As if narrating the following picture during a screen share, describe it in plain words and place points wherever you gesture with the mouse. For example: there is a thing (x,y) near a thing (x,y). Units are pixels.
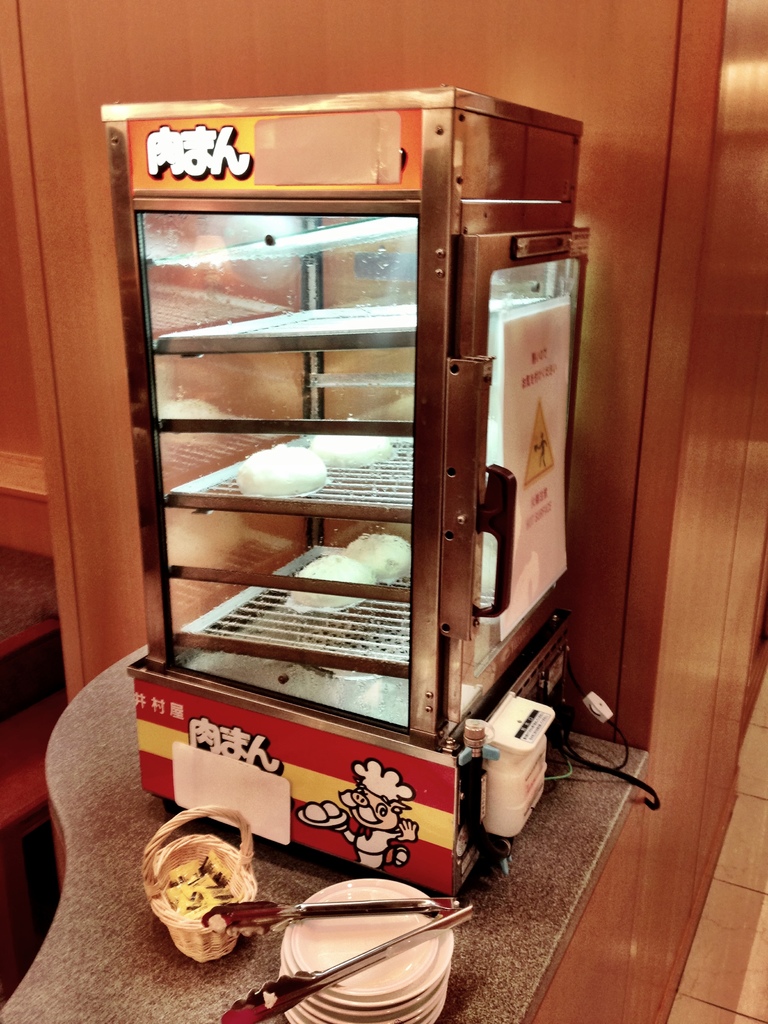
In this image we can see a cabinet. On the cabinet (272,858) there are steamer (291,709), basket (192,924) and tongs (333,969) placed on the stack (383,1002) of serving plates (405,996).
